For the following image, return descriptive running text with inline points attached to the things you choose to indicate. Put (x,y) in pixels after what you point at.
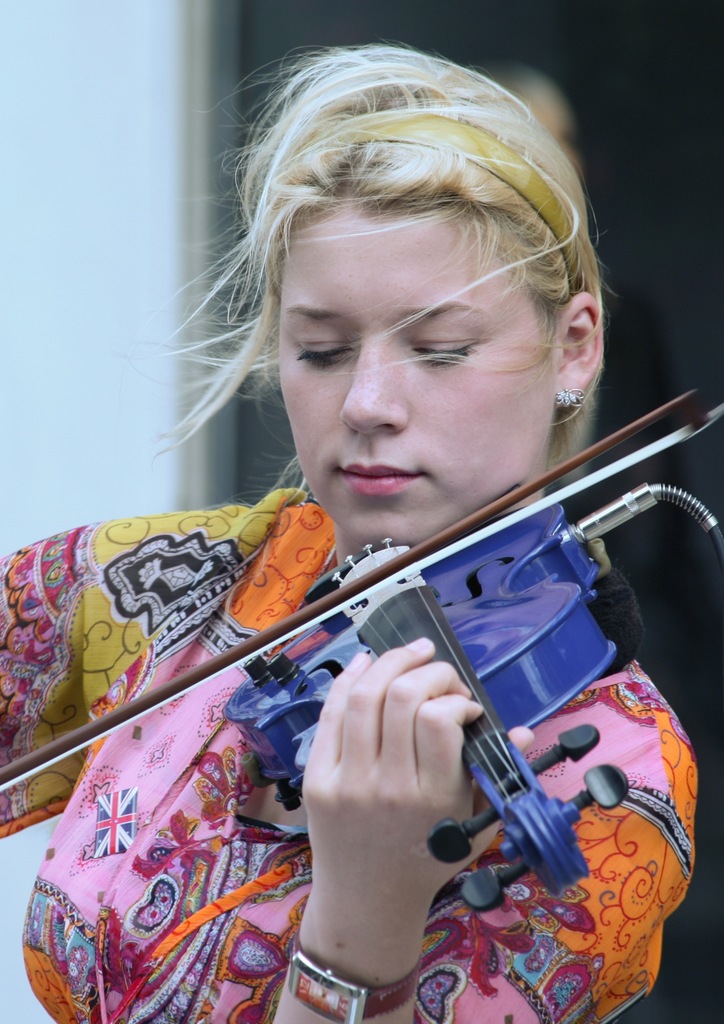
This image consists of a woman (244,950). she is holding blue color violin (487,744) in her hand (394,744), she is playing it. She wore multicolor top (267,1011). She is having a watch (318,975) to her hand (314,919) in the bottom side (303,962). She also has earrings (578,395).
